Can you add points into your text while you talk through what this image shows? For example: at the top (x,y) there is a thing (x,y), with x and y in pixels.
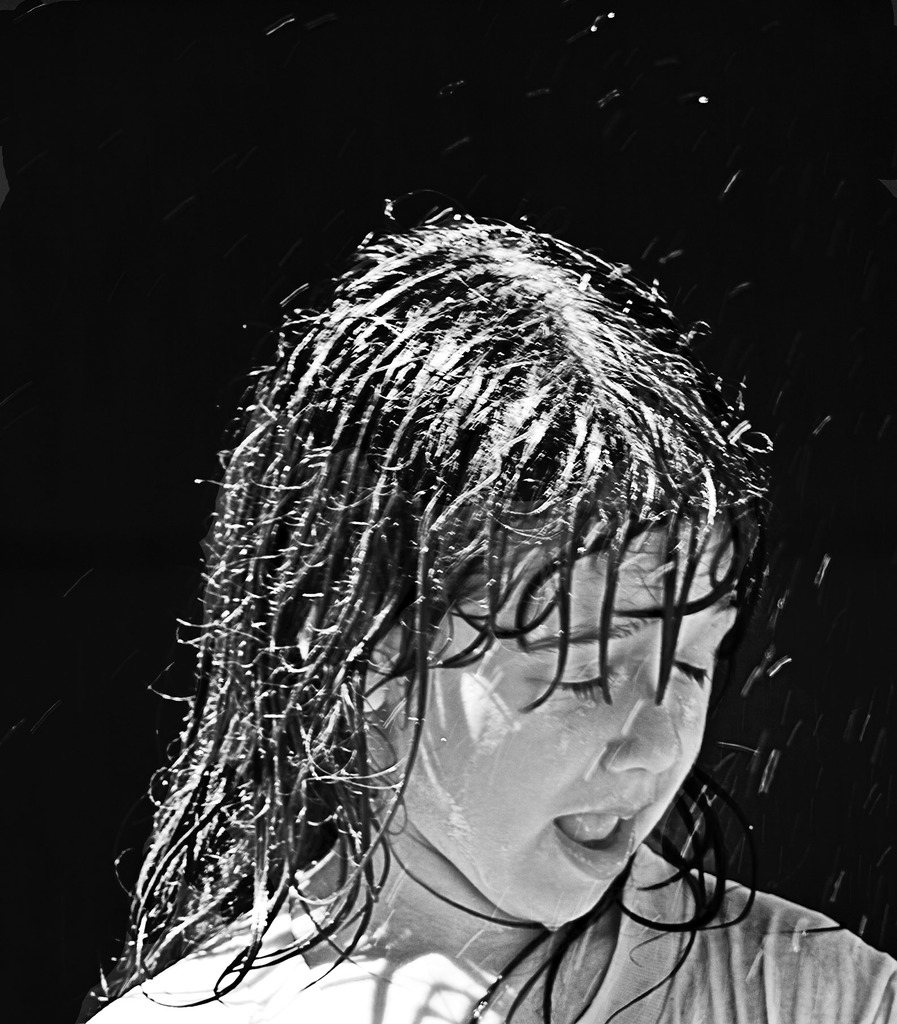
This is a black and white image. In this image, in the middle (574,605), we can see a kid (401,909) who is taking a shower. In the background (115,795), we can see black color.
